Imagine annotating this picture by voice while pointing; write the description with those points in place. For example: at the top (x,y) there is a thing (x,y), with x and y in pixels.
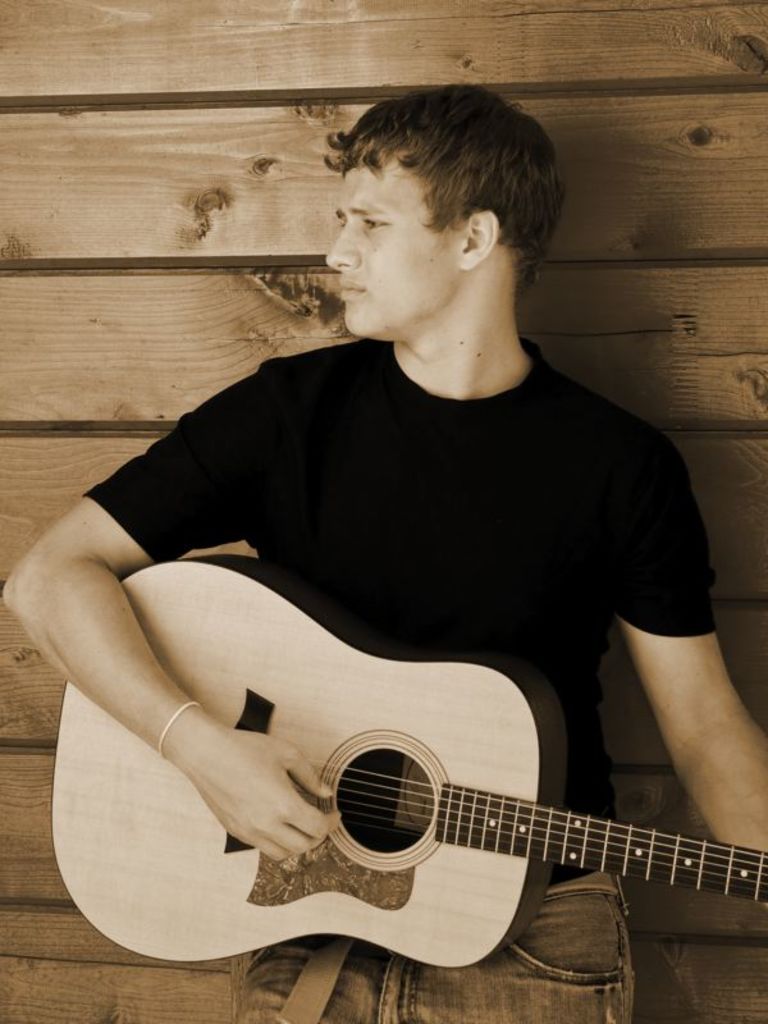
In this image we can see a man (263,826) holding a guitar (478,871) in his hands (199,747) and is standing at the wall (48,302).
